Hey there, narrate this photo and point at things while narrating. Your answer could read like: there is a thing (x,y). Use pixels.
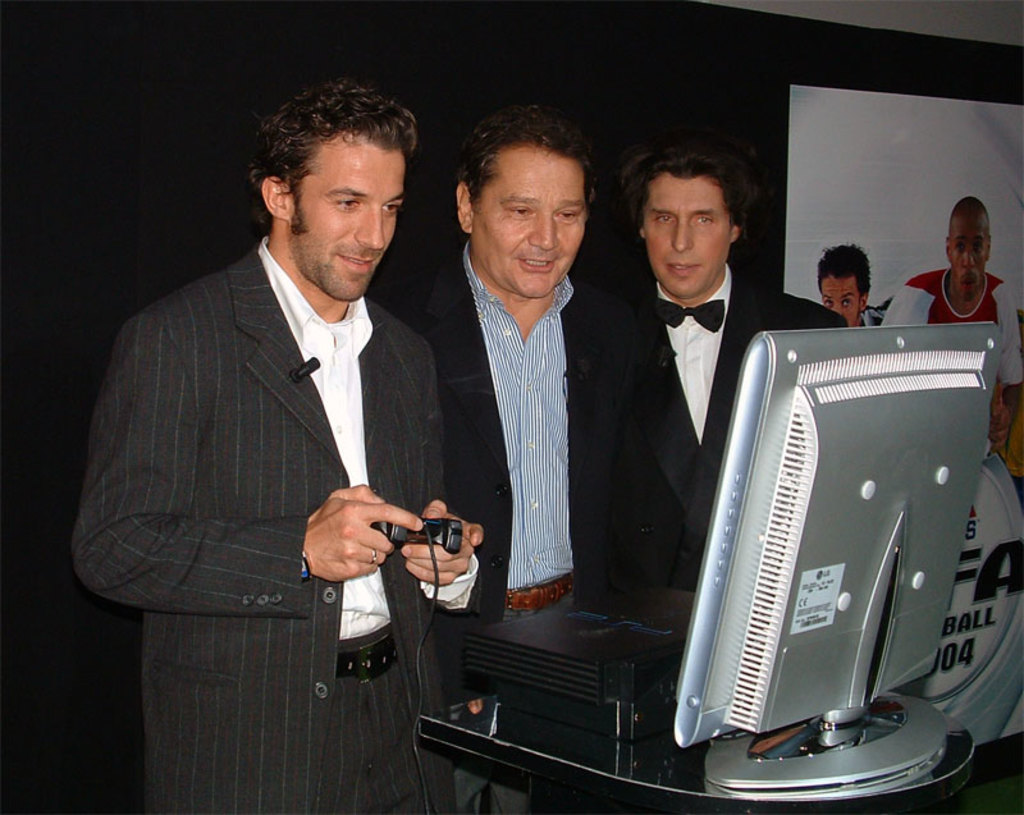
In the picture we can see three men (284,387) are standing near the monitor (754,770), they are wearing blazers (303,388), and one man (240,657) is holding some part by a wire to it and playing a game on the monitor (741,774) and behind them, we can see a wall (196,4) which is black in color with a white color poster (963,708) and some human images (1014,420) on it.
